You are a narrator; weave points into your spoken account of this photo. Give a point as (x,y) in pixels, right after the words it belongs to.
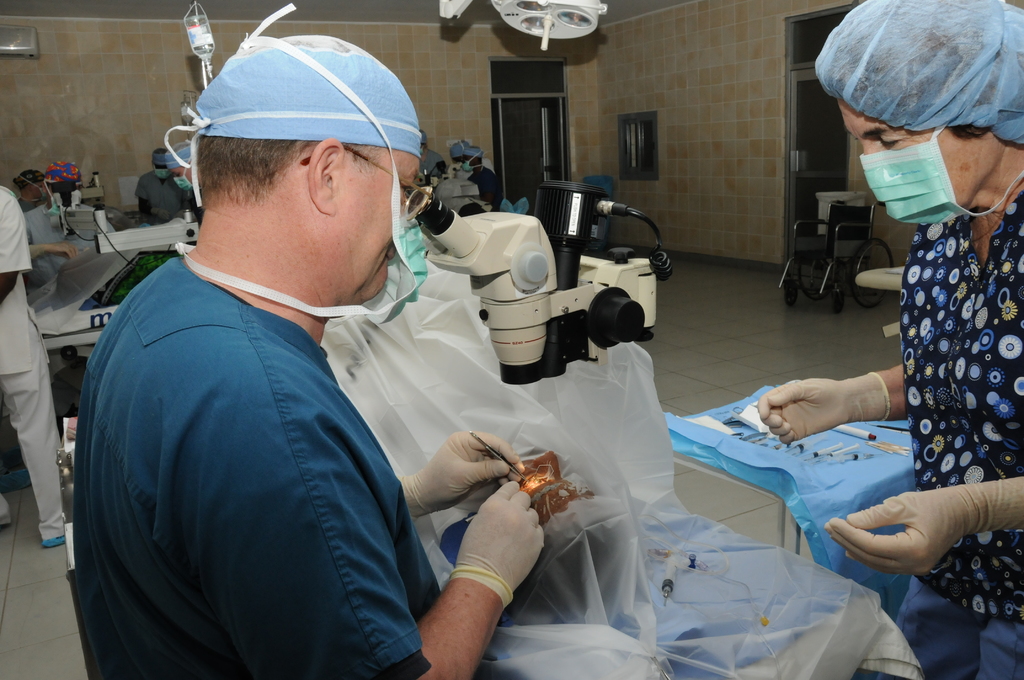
In this picture I can observe an equipment (529,307). There are two persons (911,302) wearing masks (897,188) on their faces (329,253). In the background (96,111) there is a wall (450,80).
